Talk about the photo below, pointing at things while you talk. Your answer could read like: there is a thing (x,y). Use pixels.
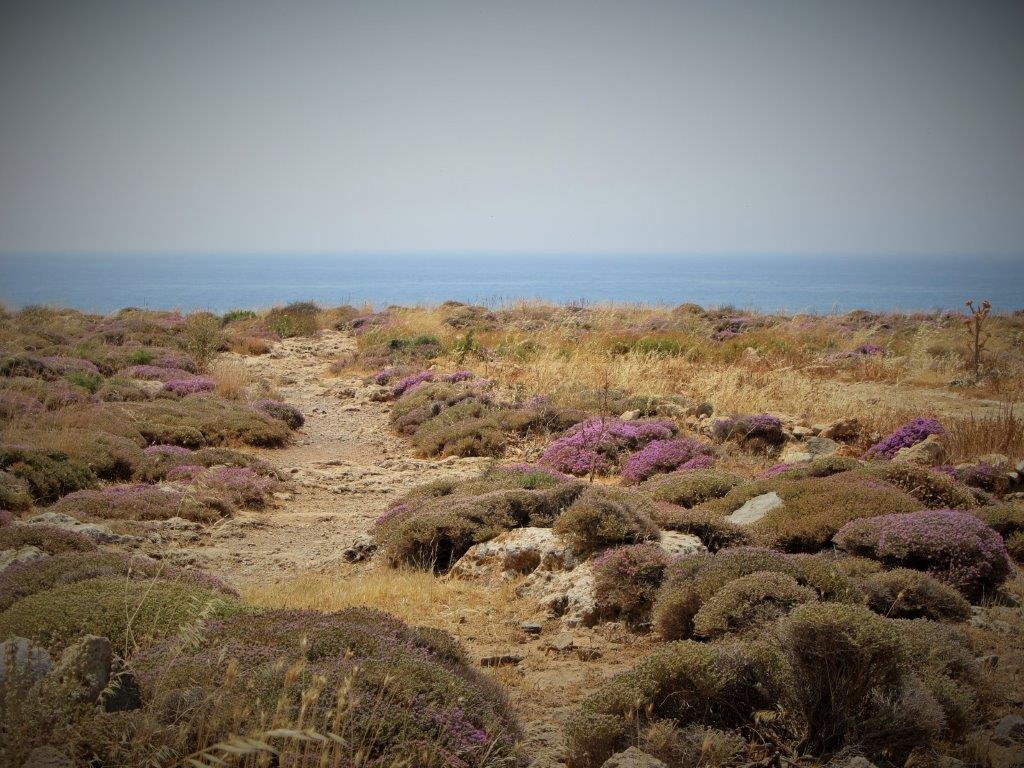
In this picture we can see land (767,364). On the bottom (388,766) we can see plants (685,659) and grass (233,677). In the background (725,269) we can see water (1006,273). On the top (969,98) we can see sky (387,116) and clouds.
